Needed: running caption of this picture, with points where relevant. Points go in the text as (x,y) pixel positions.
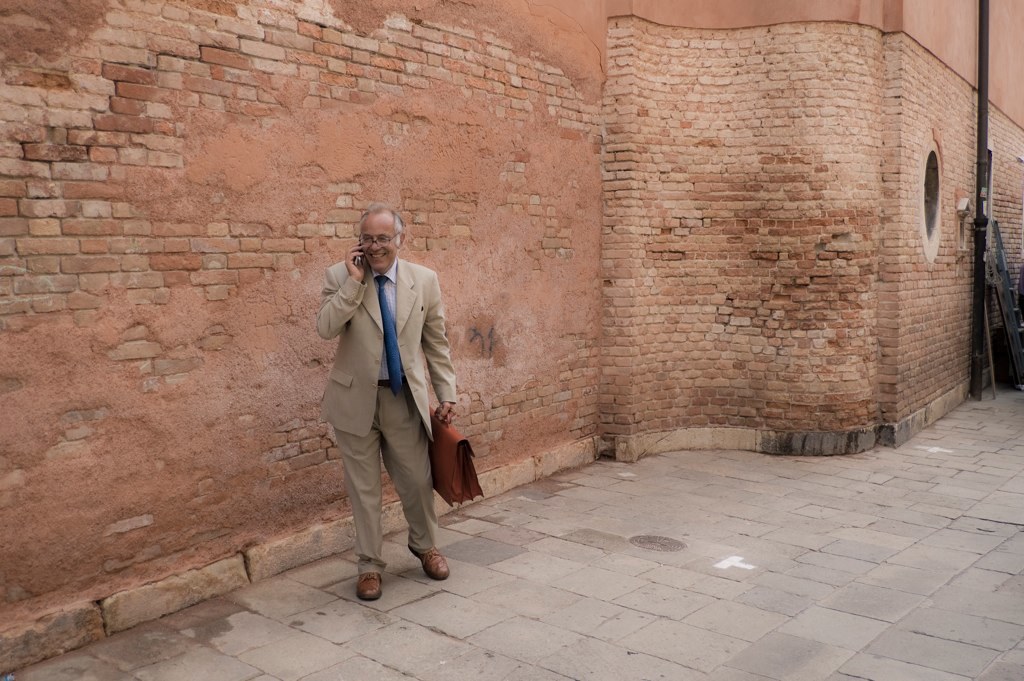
In the middle of the image (381,327) a person (374,558) is walking and holding a mobile phone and bag (447,494). Behind him there is a wall (213,398) and pole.
